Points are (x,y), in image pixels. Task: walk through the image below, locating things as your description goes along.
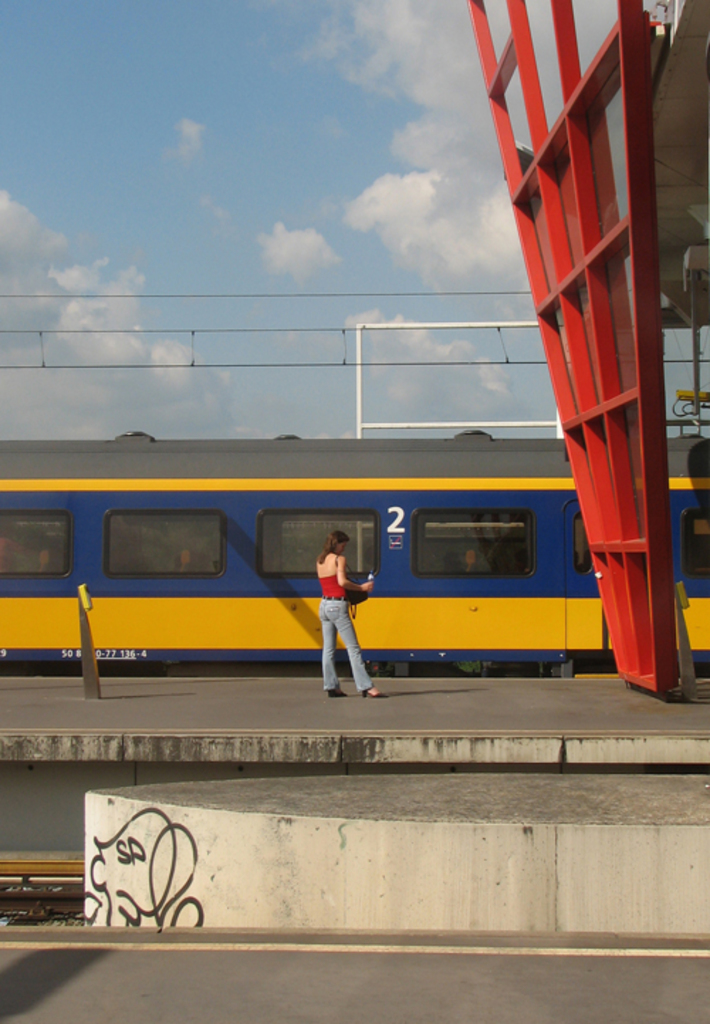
Here we can see a woman (365,694) standing on a platform (386,744) and there is a train (580,562). In the background (376,390) we can see wires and sky (393,228) with clouds (372,215).
